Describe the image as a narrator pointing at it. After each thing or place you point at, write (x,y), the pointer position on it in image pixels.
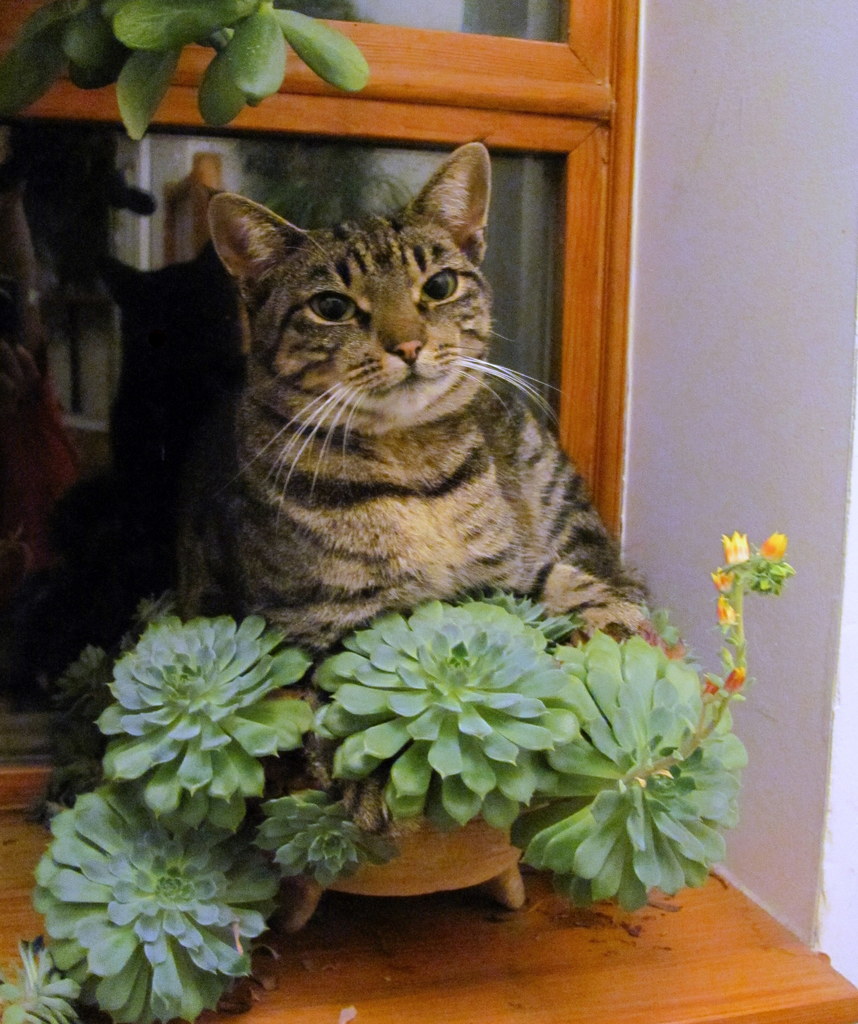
In this picture, we see a table (420,991) on which a flower pot (495,810) is placed. Beside that, we see a cat (436,504). Behind the cat (240,279), we see the glass door (552,237). On the right side (679,315), we see a white wall (757,731).
